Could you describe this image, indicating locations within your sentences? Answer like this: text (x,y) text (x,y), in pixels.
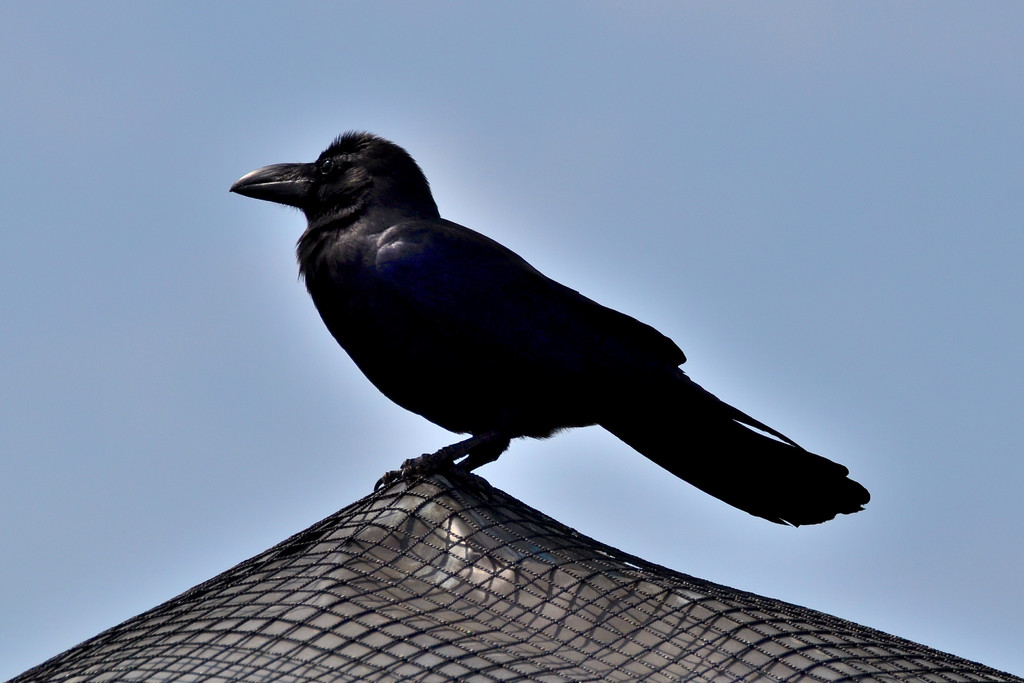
In the picture I can see a bird (678,363) standing on the stainless steel object (524,567) and there is a net (404,552) on the stainless steel object (474,552). The sky (196,189) is clear.
